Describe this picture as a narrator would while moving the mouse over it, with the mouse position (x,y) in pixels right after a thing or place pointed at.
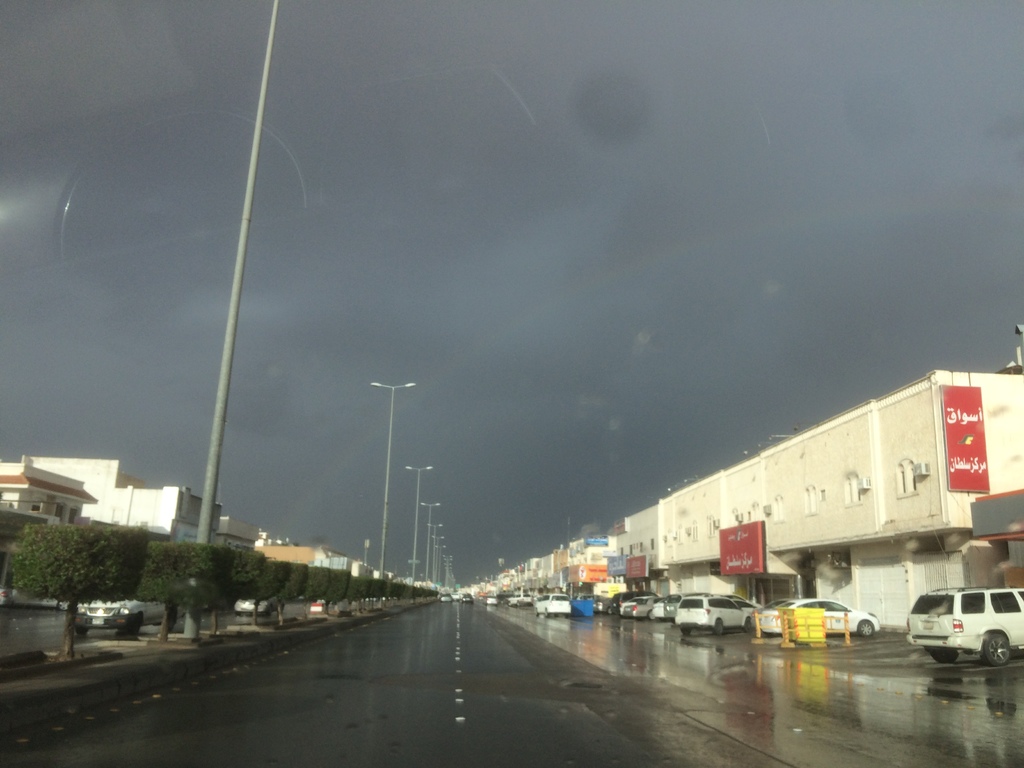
In this picture we can see cars (974,625) on the road (512,636), trees (266,583), poles (436,576), buildings (895,517), banners (725,570) and in the background (553,550) we can see the sky (522,215).
